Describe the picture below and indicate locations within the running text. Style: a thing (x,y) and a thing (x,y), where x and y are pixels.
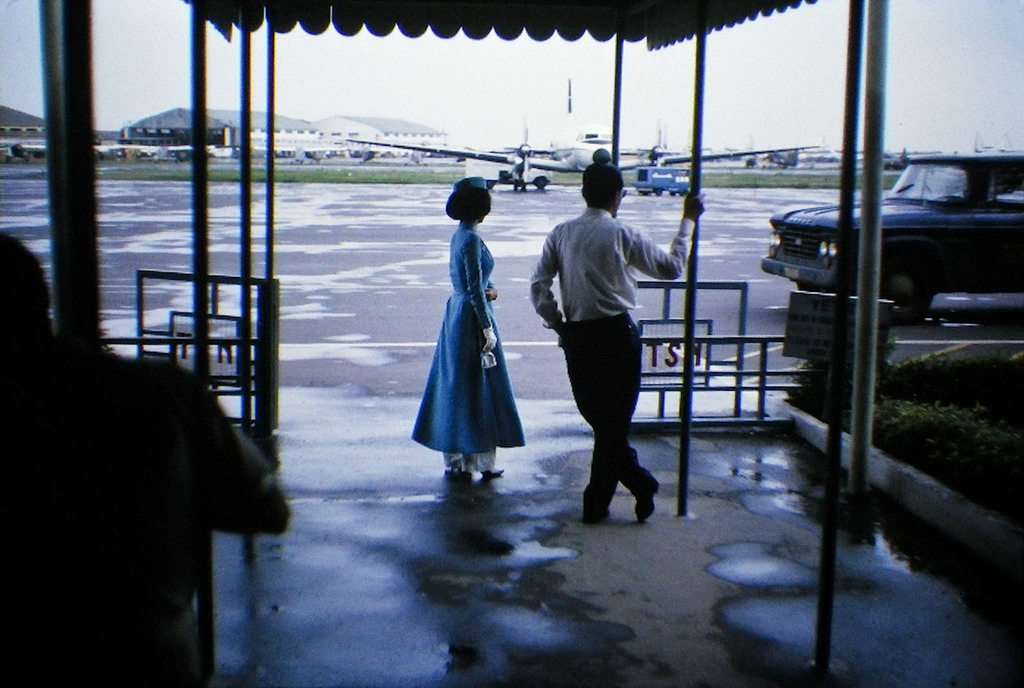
On the left side of the image (118,498) we can see a person (88,593) and the road (143,268), but it is in a blur. In the middle of the image (441,360) we can see two persons (505,426) are standing, an airplane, grass (353,177) and a road (354,235) are there. On the right side of the image (856,219) we can see a car (920,292) and the sky (800,90).
